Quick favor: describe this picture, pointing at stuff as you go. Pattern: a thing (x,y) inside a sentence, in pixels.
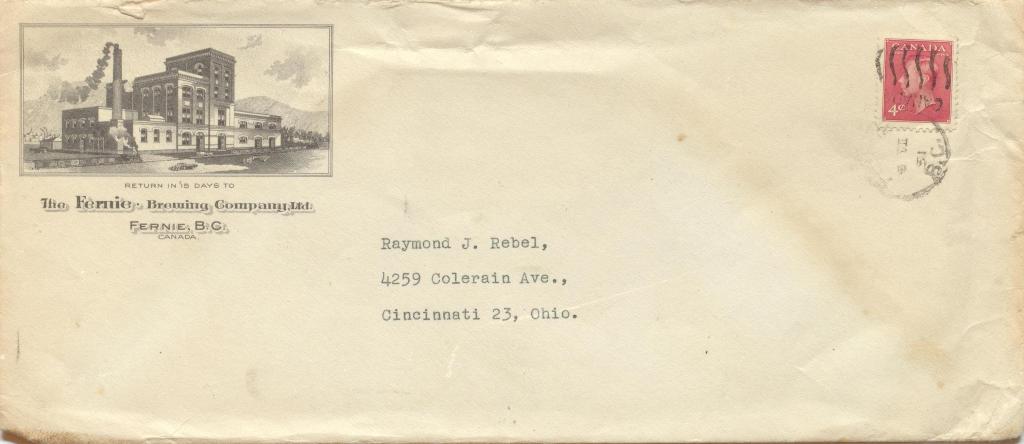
In this image we can see a letter cover (842,184) with a stamp (906,128) and some text (94,204) on it and there is an image of a building (99,131).
